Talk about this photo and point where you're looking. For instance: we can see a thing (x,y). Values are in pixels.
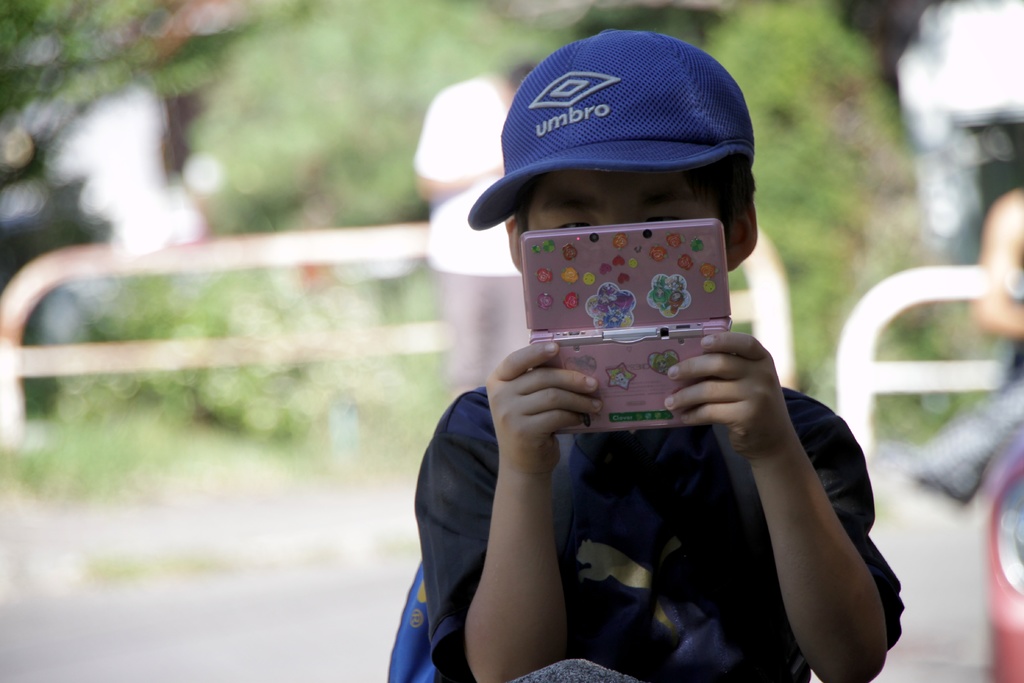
In this image we can see a boy (633,666). He is holding a pink color object (603,323) in his hand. In the background (324,272), we can see people (1020,214), fence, road (264,503) and greenery (279,41).
